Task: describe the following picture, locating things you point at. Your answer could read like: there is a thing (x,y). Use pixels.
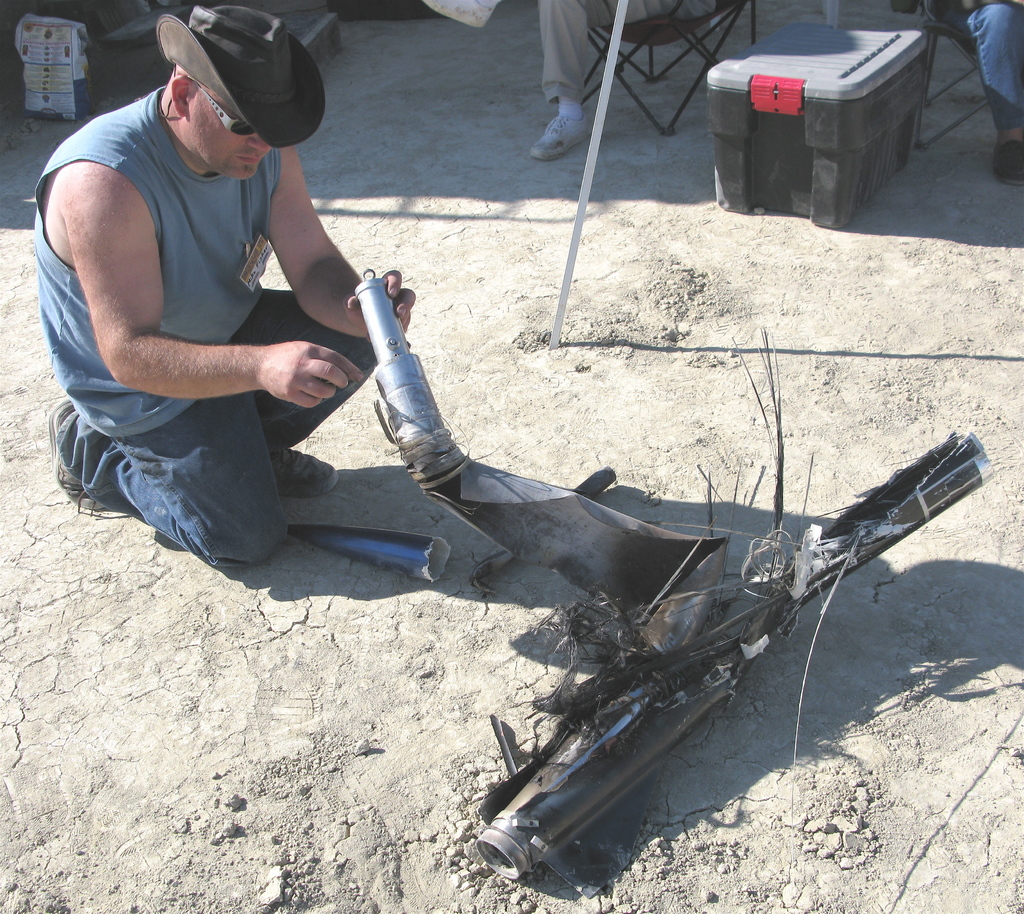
In this image I can see a man (60,246) sitting on the ground (29,341) and holding some objects (774,584), beside him there are some objects (531,768) and people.
